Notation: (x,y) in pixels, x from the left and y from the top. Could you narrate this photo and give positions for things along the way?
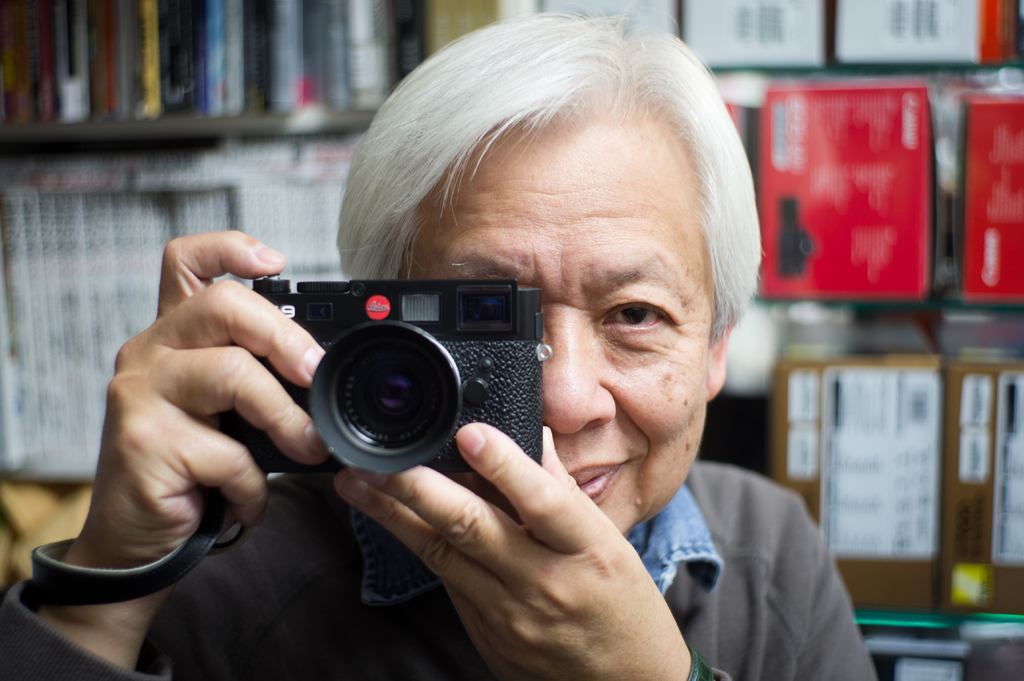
In this image we have a man (552,319) who is holding a camera (438,434) in his hands (471,558) and smiling. Behind the man (581,241) we can see a shelf (218,152) with some objects (864,367) in it.
